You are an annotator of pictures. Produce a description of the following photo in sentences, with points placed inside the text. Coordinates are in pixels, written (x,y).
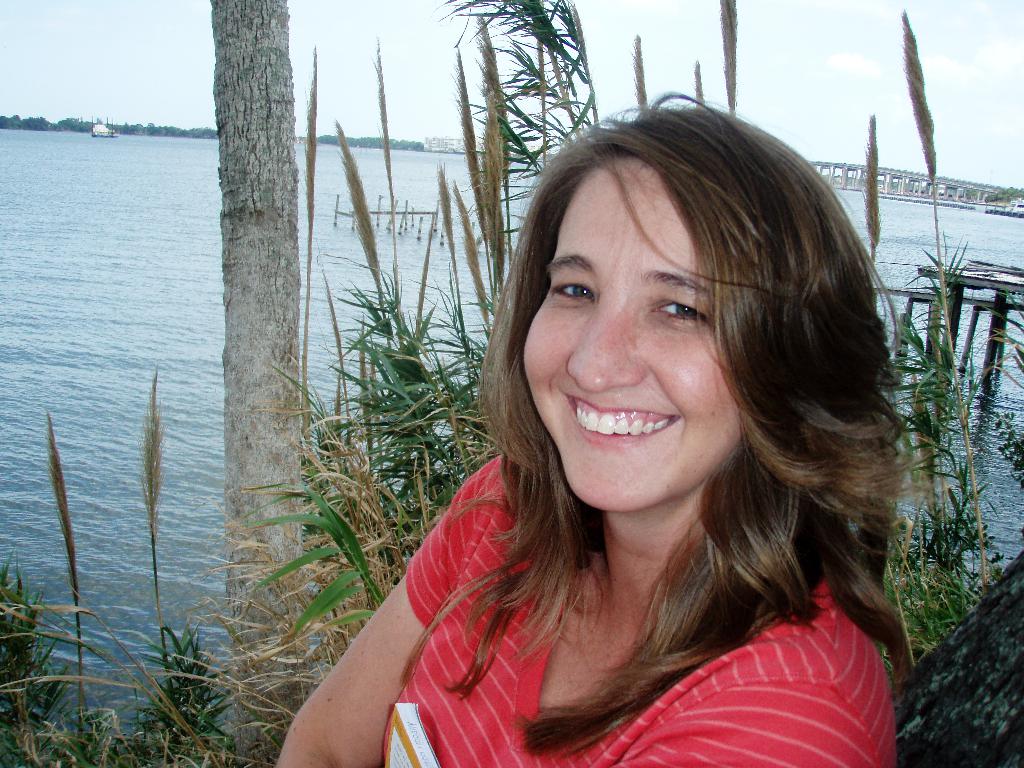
In the picture there is a woman (640,419) in the foreground (678,527), she is laughing and behind her there are few plants (415,490) and a water surface (40,231), in the background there are trees (6,121).
